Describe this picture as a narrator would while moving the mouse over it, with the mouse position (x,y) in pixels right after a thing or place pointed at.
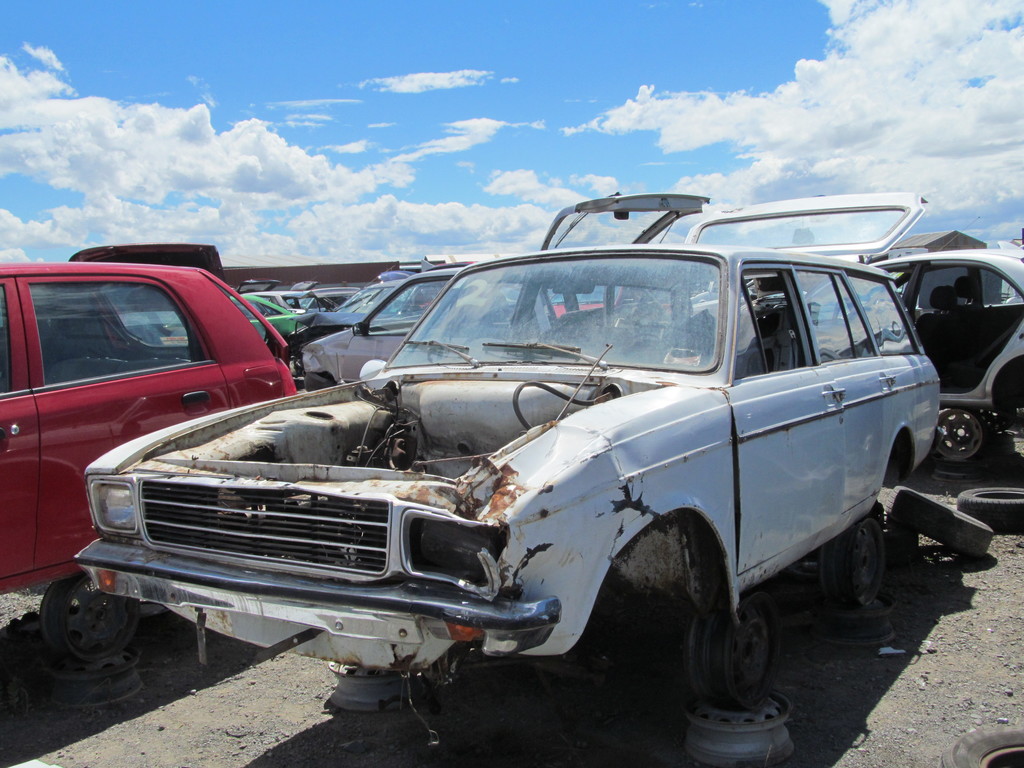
In this image, we can see damaged cars (439,522) and at the bottom (335,683), there are wheels (69,647) and tires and there is ground (830,646). At the top (350,117), there are clouds (207,124) in the sky (350,117).
